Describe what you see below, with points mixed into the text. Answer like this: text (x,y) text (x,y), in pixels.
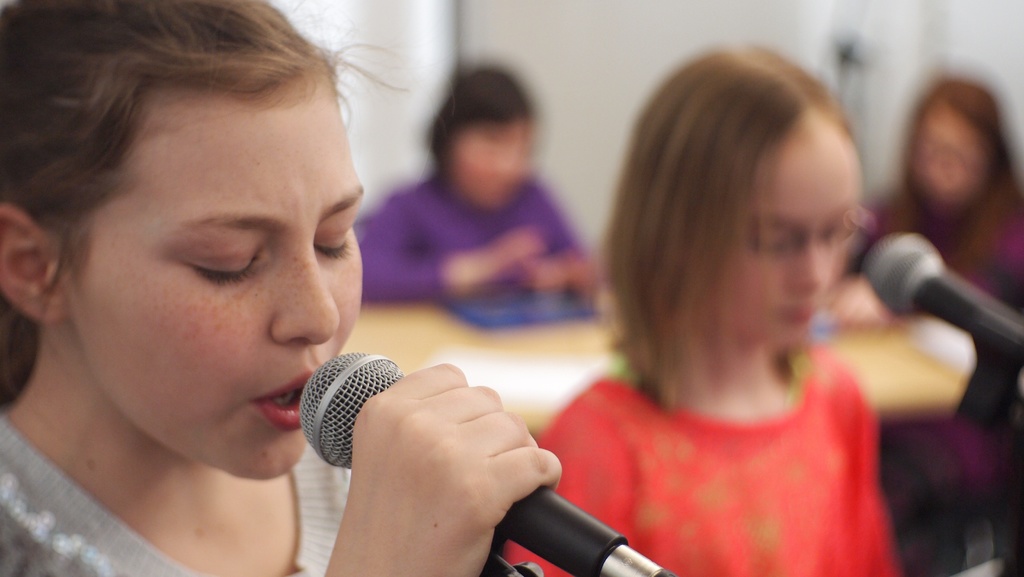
In this image there are four girls (306,244). To the left (145,306) a girl (152,317) is wearing a gray color shirt (315,549) and singing in the mic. To the right (750,301) the girl (660,279) is wearing red color dress (727,522). In the background (445,308) the two girls (487,266) are sitting in front of the table (412,330).
